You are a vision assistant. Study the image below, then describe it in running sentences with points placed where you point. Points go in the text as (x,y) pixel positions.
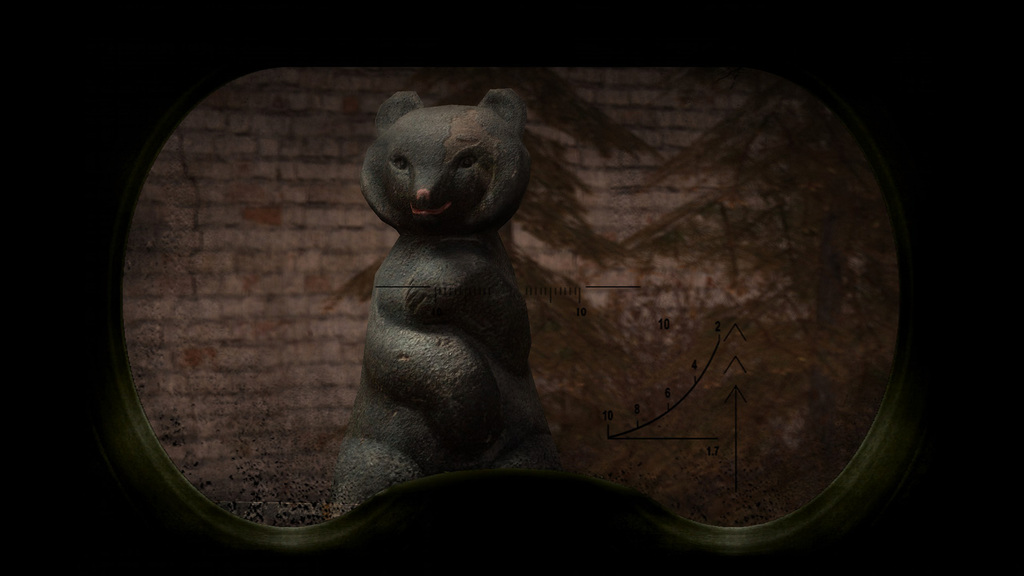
This picture seems to be an edited image. In the foreground (63,114) we can see a black color object (568,520). In the center (472,234) we can see the sculpture of an animal (460,217). In the background (628,197) we can see the trees (592,244) and some other objects (642,184) and we can see the numbers (578,311) on the image.
